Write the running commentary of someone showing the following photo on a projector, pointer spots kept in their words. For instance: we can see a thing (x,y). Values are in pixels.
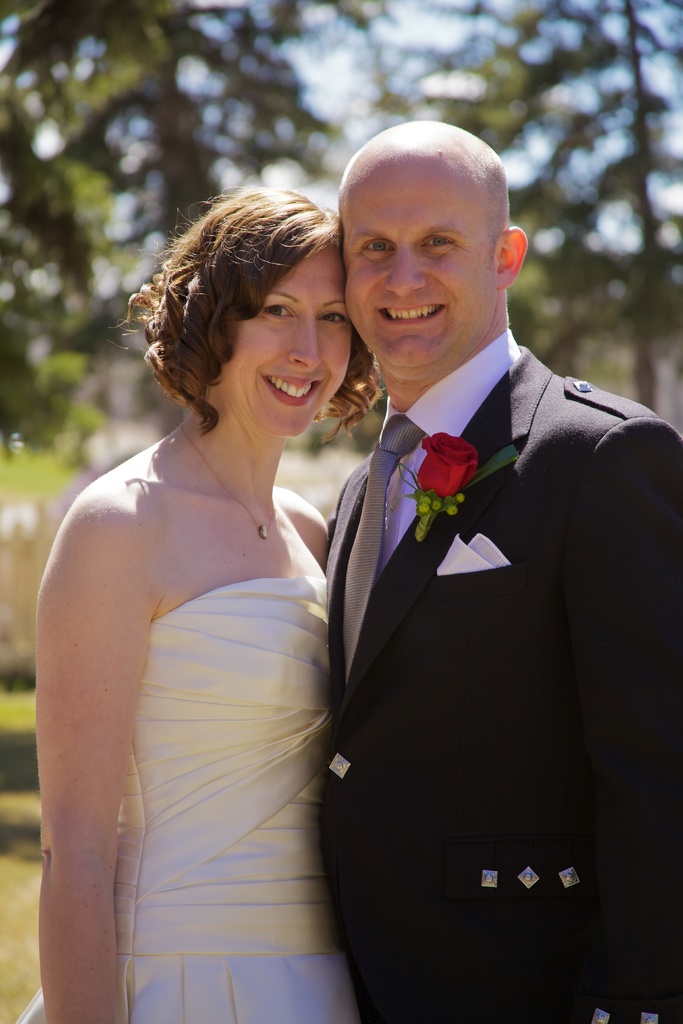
In the center of the image (424,539) we can see man (517,485) and woman (145,693) standing on the ground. In the background (73,176) we can see grass (30,496), trees (623,299) and sky (333,62).
